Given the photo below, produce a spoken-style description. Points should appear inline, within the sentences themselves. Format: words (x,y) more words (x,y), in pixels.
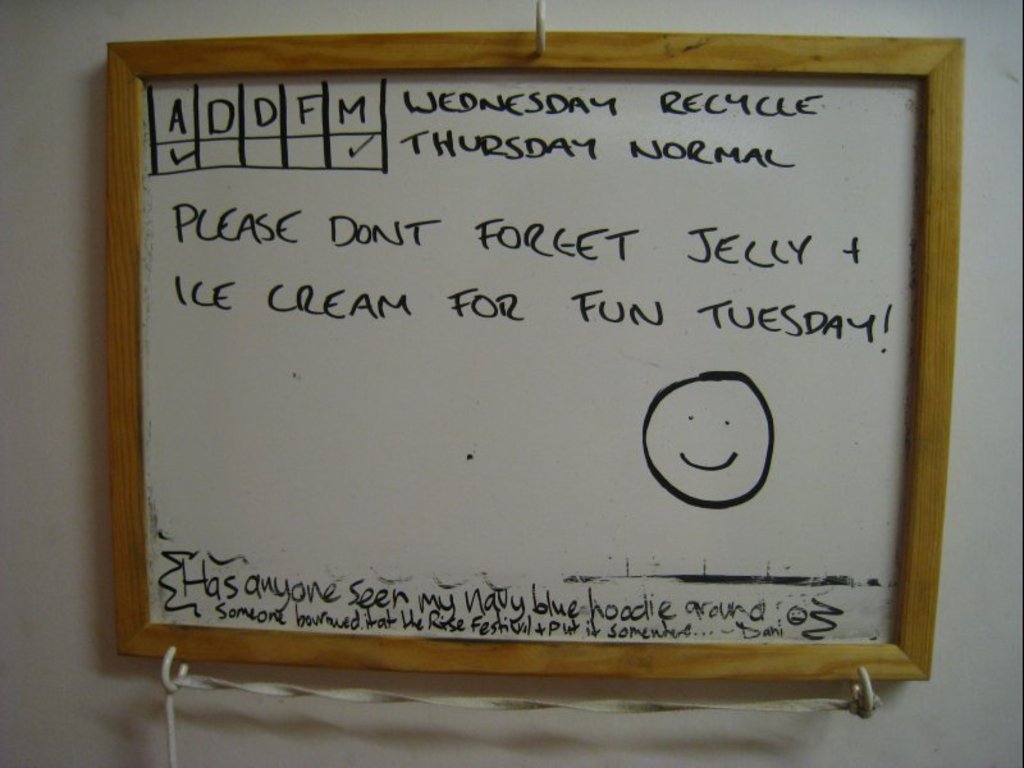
In this image there is a frame (547,414) attached to the wall (222,22). On the frame (498,380) there is some text (583,299) written on it.
